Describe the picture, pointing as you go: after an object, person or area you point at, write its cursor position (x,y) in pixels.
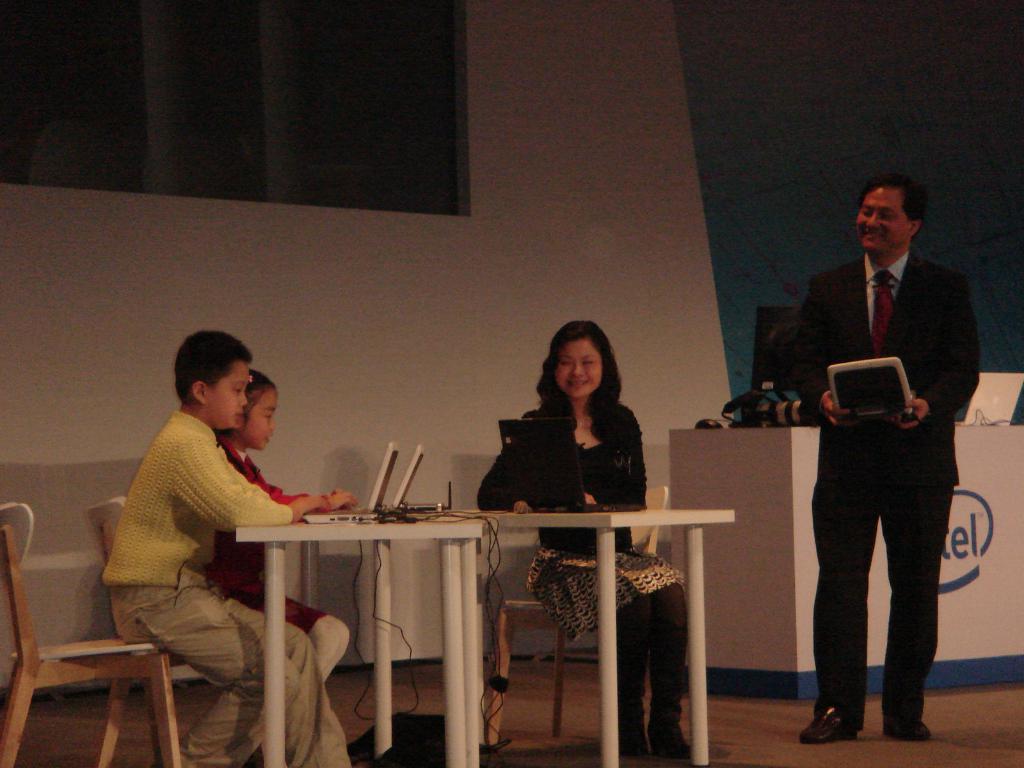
The picture taken in a room (588,430) where at the right corner (924,314) one person (897,564) is standing and holding a system (891,397), behind him there is one table (736,467) on which laptop (979,422) is present and at the left corner of the picture (163,632) there are three people (277,515) sitting on the chairs (95,666) and in front of the tables (410,524) and on the table (406,536) there are laptops (394,452) and behind them there is a big wall (639,379).
